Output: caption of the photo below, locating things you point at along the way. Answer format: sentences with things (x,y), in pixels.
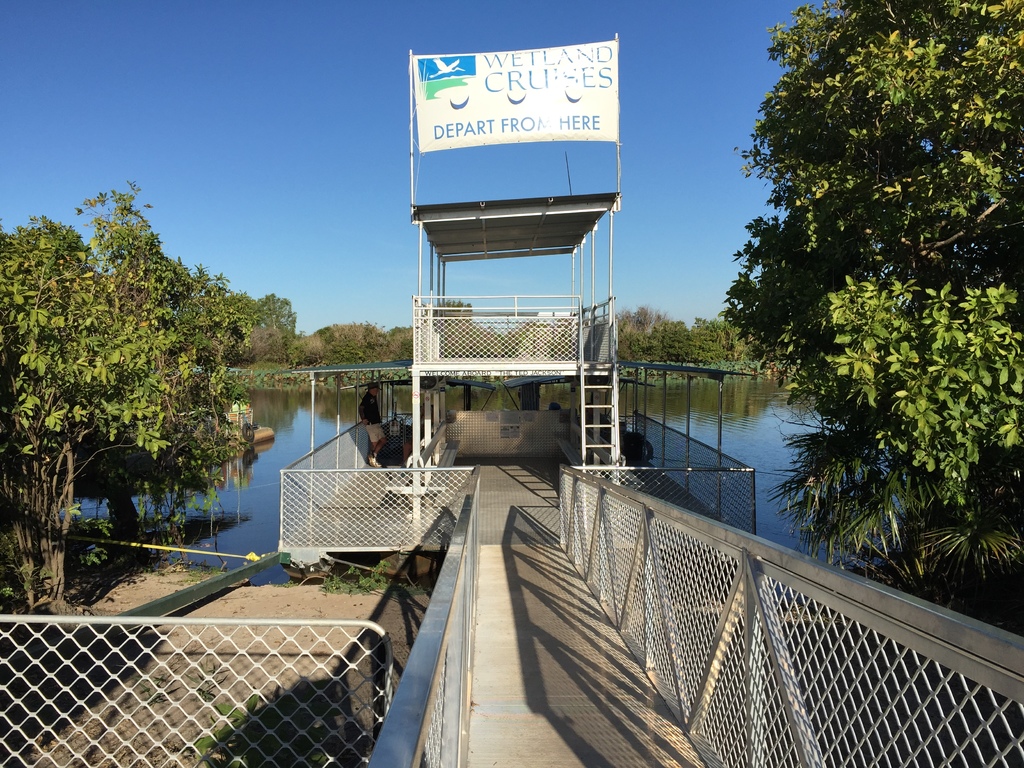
In the center of the image (464,486) we can see a boat bridge (606,569) and there is a board (471,132). We can see trees (128,404) and water (279,454). In the background (380,240) there is sky (348,17). At the bottom (144,705) there is a mesh (56,704).
